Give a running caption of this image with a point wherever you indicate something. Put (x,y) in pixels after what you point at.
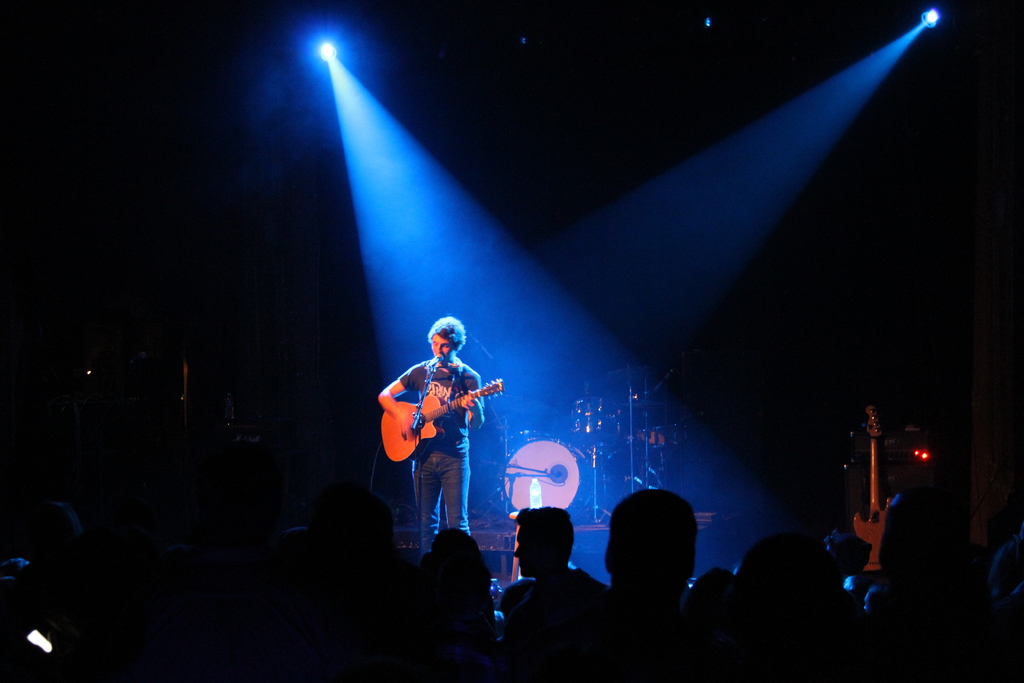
There is a blue light (368,156) flashing from top under which a man (442,332) is standing on stage (599,531) and singing a song and playing guitar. And opposite to him there are lot of crowd (208,605) and beside him there is a guitar (872,454) and at his back there is a drum (603,418) playing.
